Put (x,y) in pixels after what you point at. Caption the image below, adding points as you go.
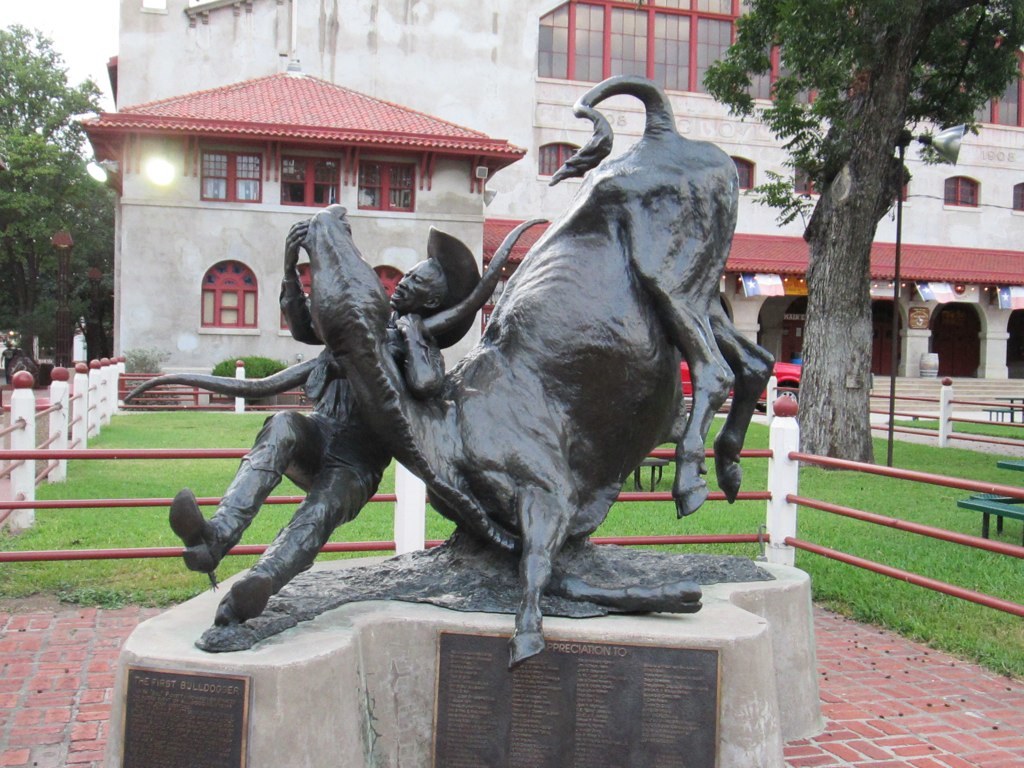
In this image, we can see some statues (405,591) on an object (258,682). We can see the fence (22,394). We can also see some grass (843,503), stairs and trees (20,284). We can see a house (336,181), a vehicle (774,375) and some boards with text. We can also see a person (14,347) on the left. We can also see the sky (94,93).
